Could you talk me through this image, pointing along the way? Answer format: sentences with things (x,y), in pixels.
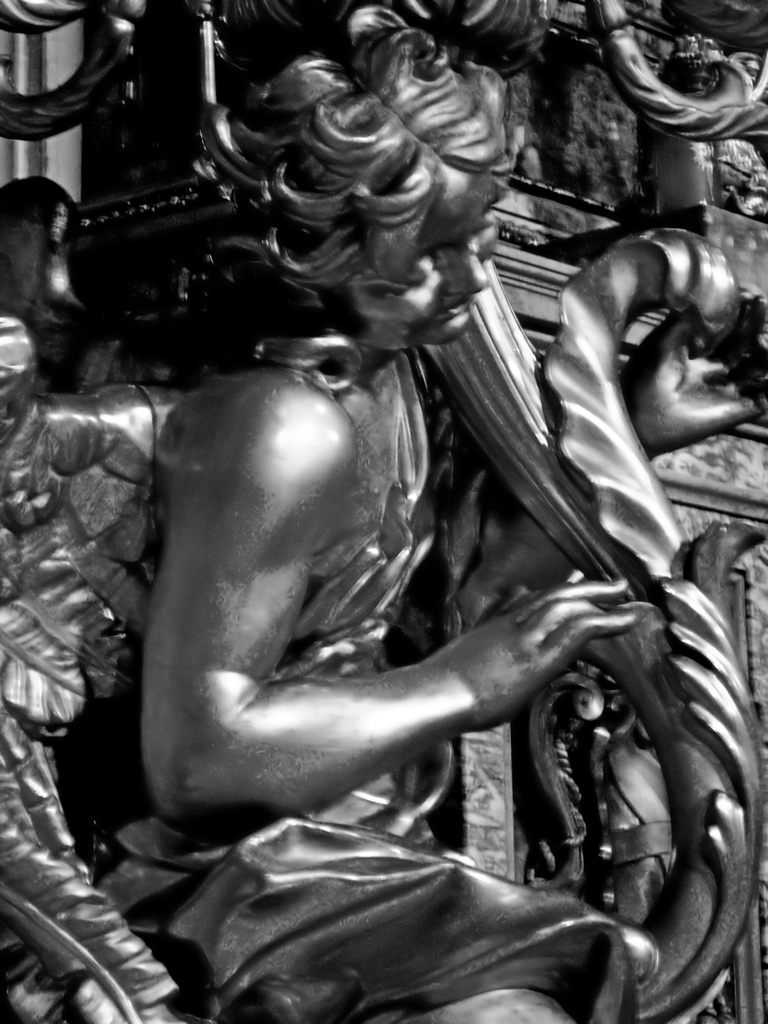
In this picture we can see a statue (655,937) of a person (371,532) holding an object (536,414).
